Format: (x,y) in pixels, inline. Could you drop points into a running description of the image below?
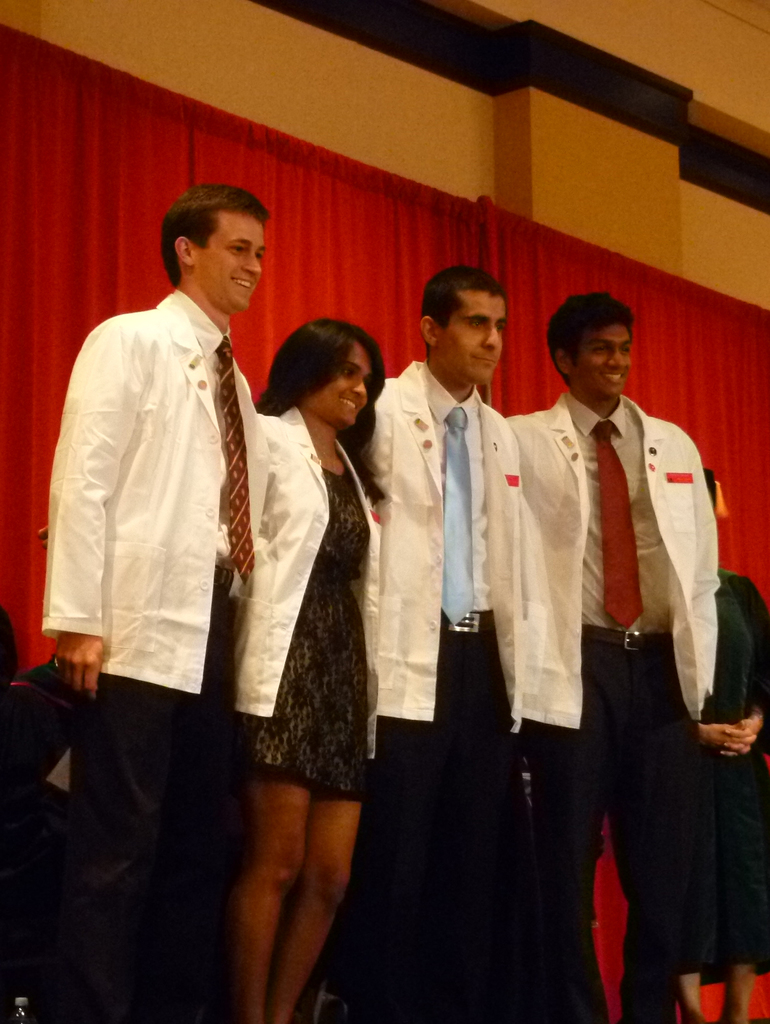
This picture might be taken inside a room (497,431). In this image, we can see four people (138,499) are standing. On the right side (766,642), we can see a woman (765,691) standing. In the background (119,201), we can see a red color curtain (725,329) and a wall (613,91).
